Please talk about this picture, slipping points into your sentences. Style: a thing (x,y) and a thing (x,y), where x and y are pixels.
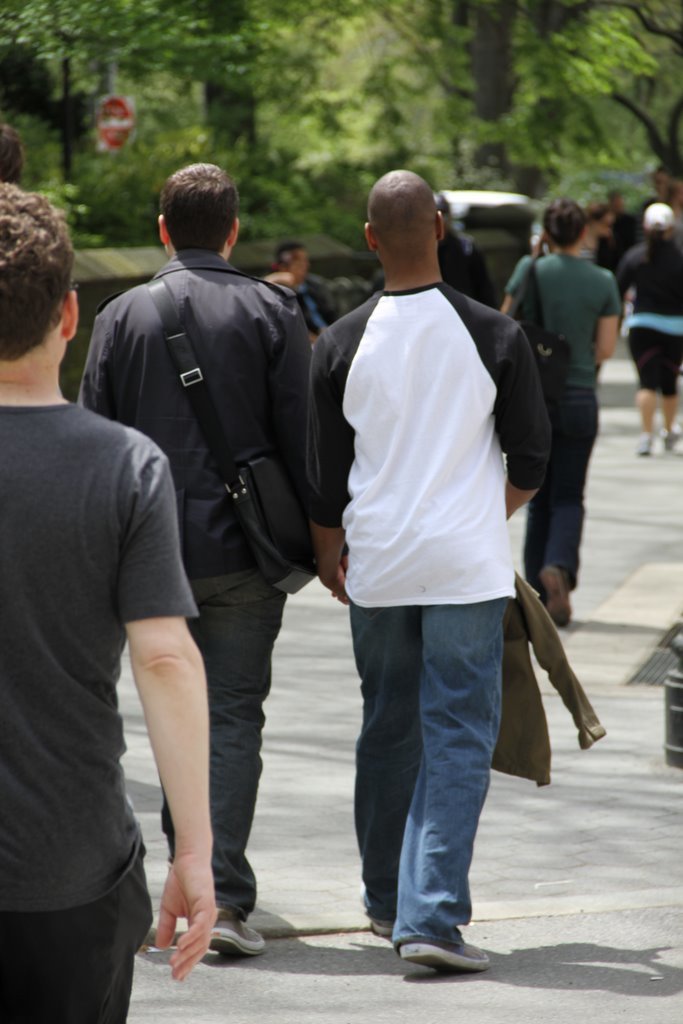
There is a group of persons (356,596) walking on to the road (624,353), and there are some trees (521,188) in the background (318,170).
